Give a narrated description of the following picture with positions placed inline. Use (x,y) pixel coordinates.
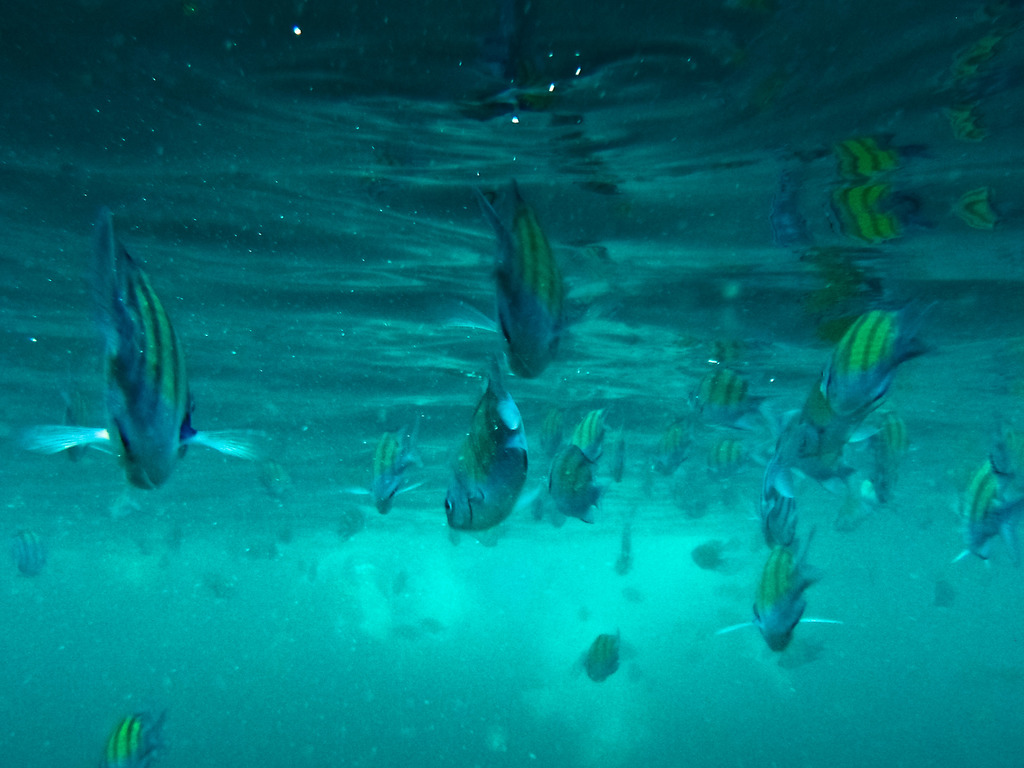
In this picture we can see the silver and yellow color fishes (477,495) in the seawater (58,698).
